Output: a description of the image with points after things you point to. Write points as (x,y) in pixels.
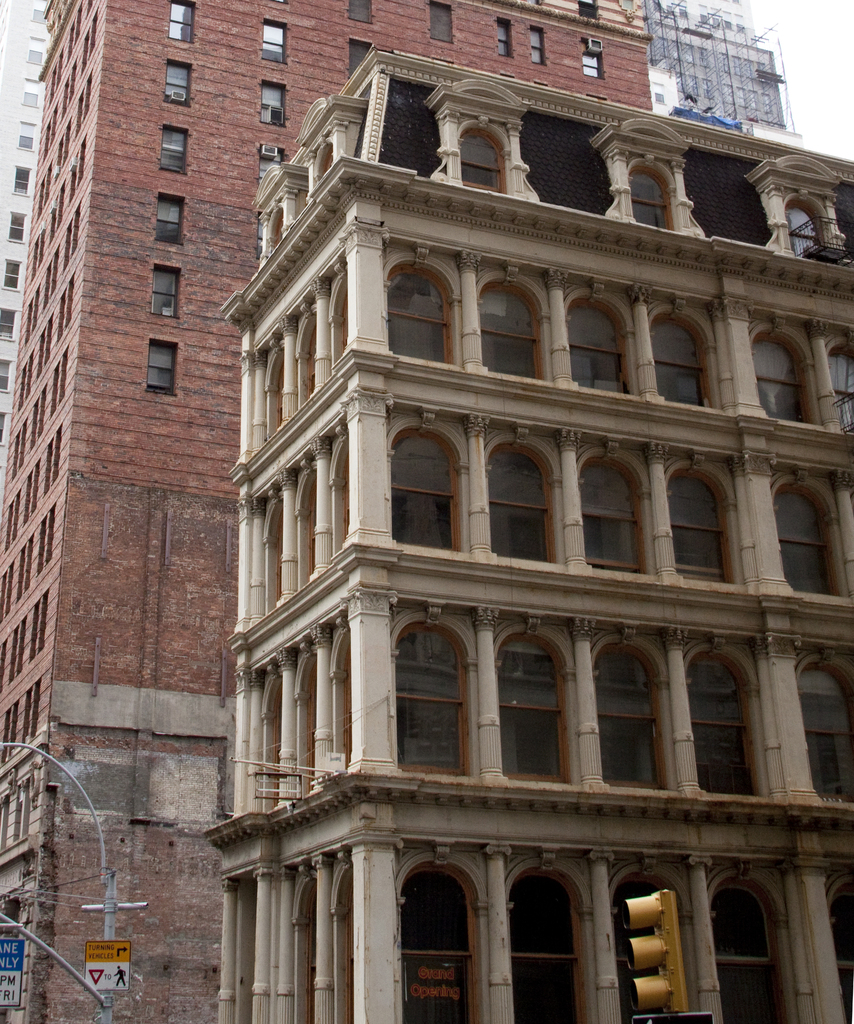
Here, we can see some buildings (473,605), at the left side (15,965) there is a pole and there are some sign boards (13,976).
